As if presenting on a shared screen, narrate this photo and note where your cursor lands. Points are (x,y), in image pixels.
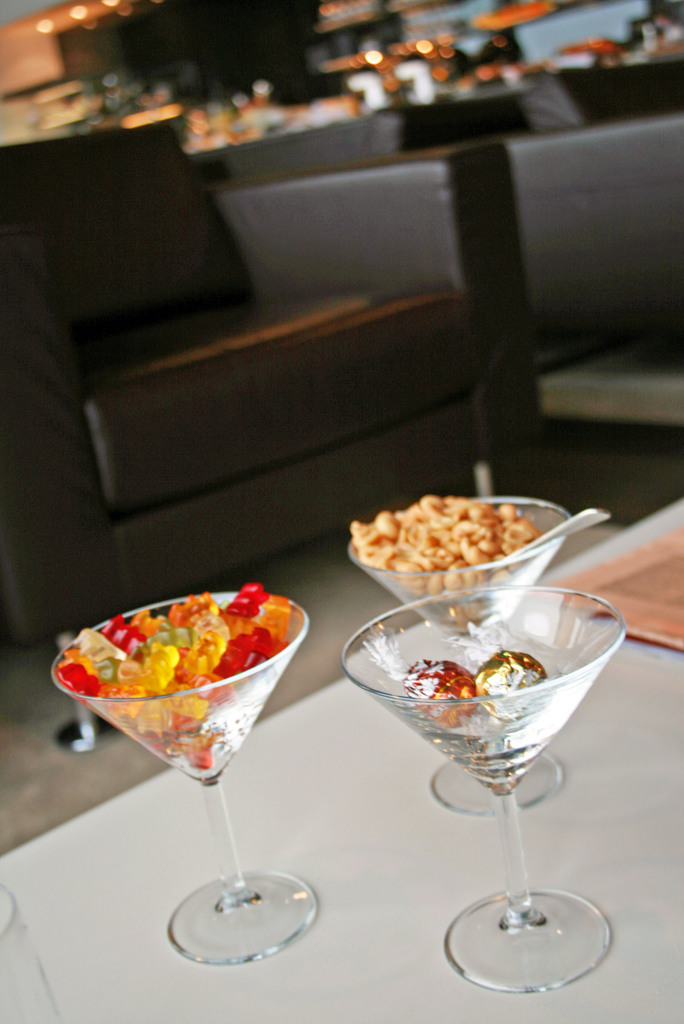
In this picture we can observe some glasses (531,621) placed on the white color table (386,863). We can observe brown color sofa (157,398). The background (200,15) is completely blurred.
